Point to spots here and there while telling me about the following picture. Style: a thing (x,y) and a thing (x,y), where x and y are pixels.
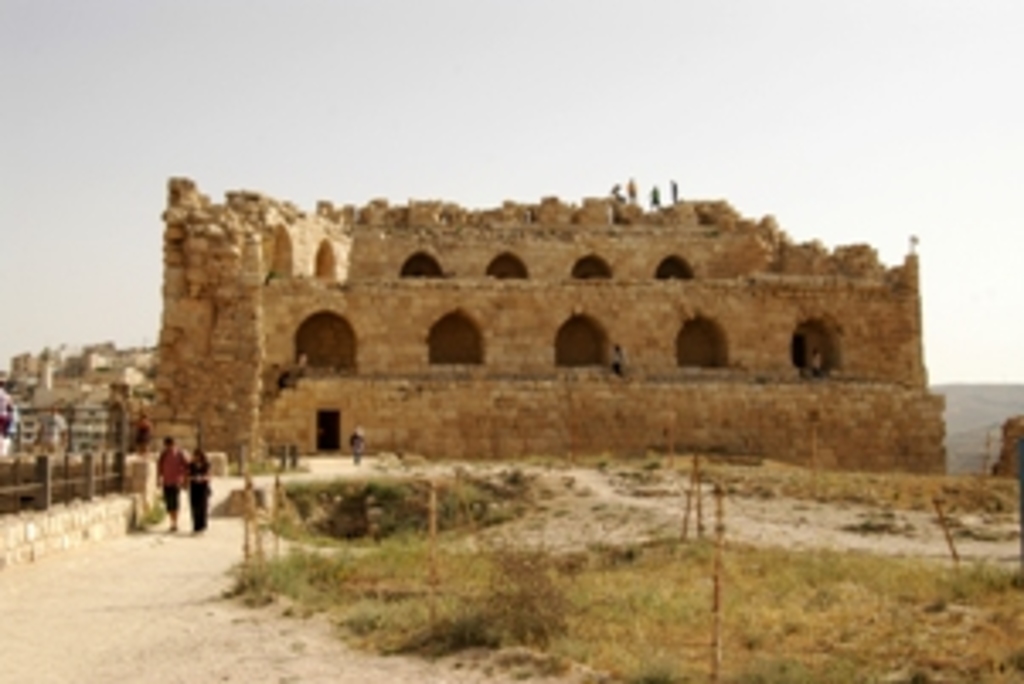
In this picture there is a monument (641,363). There are group of people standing on the monument (703,233). On the left side of the image (103,477) there are three persons (197,529) walking and there is a fence (17,496). At the top (622,78) there is sky (494,74). At the bottom (456,645) there is grass (694,602).
